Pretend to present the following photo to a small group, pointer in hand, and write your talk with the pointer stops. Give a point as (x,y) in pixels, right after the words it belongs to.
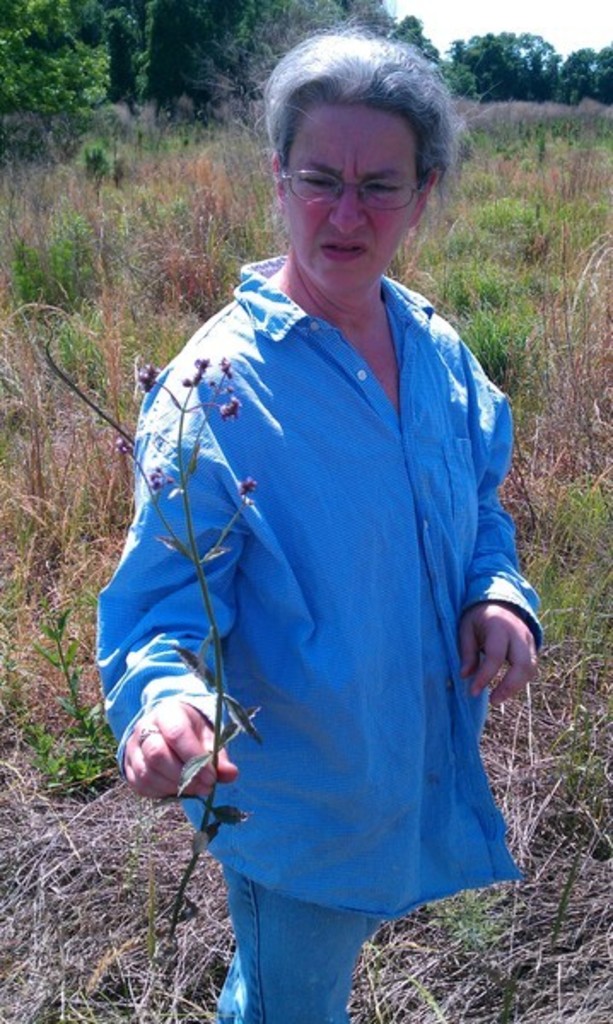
In the image there is a woman (309,561), she is holding a stem (230,698) in hand (140,750) and behind the woman (262,777) there is a lot of grass (457,295), plants (158,135) and trees (135,36).
